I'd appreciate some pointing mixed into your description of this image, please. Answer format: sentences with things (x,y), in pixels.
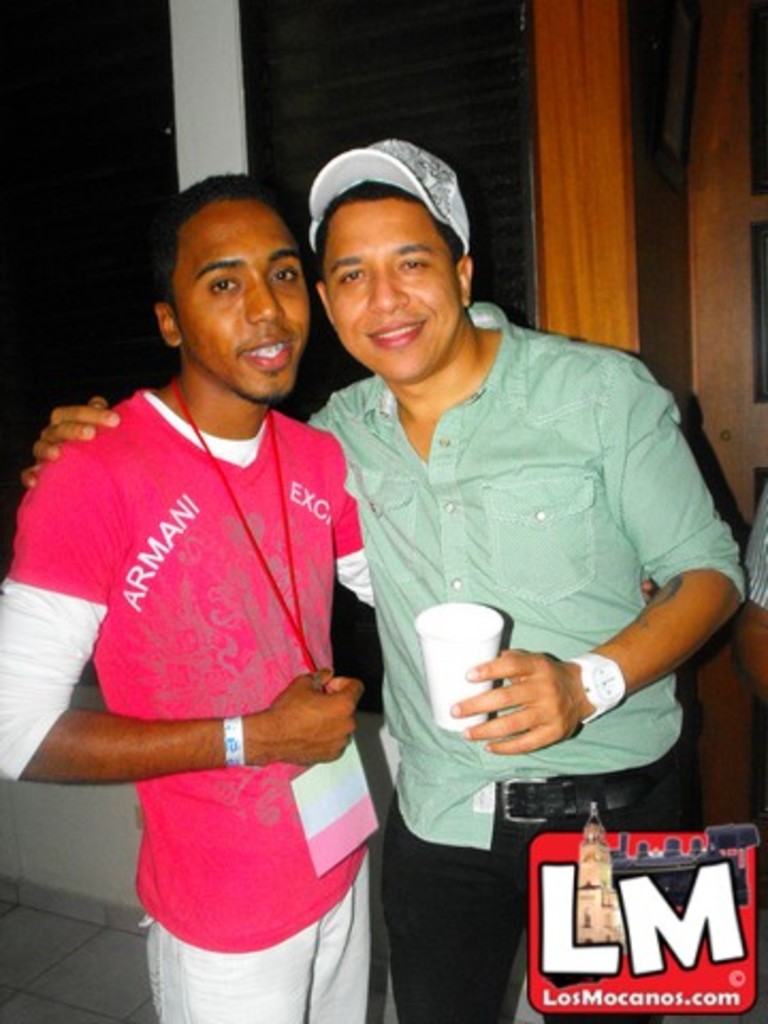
In the picture I can see a man (454,471) holding a glass (476,661) in the hand (512,661) and the man (169,392) on the left side (194,461) is holding an ID card (320,831). Here I can see a logo (592,887) on the image. In the background (528,282) I can see a wall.
